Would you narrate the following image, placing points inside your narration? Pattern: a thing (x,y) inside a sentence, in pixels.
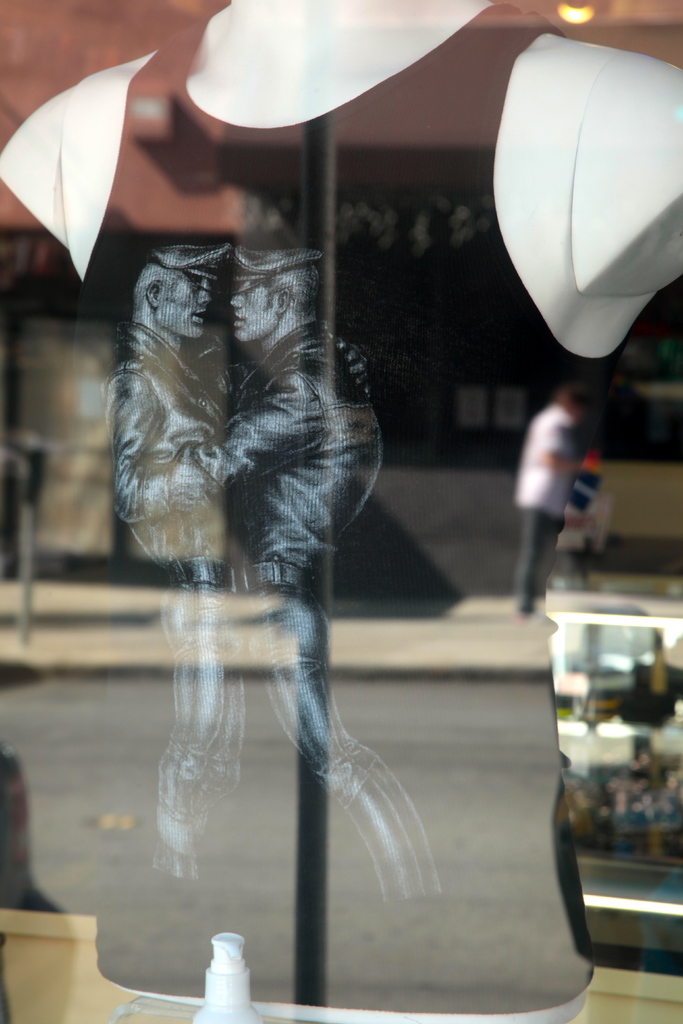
In the image we can see a drawing (264,583) of men (240,503) wearing clothes (237,413) and hat (176,260). This is a glass (153,243) and in the glass (169,198) we can see a reflection (545,562) of a person (521,548) standing wearing clothes (526,591), this is a pole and light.
